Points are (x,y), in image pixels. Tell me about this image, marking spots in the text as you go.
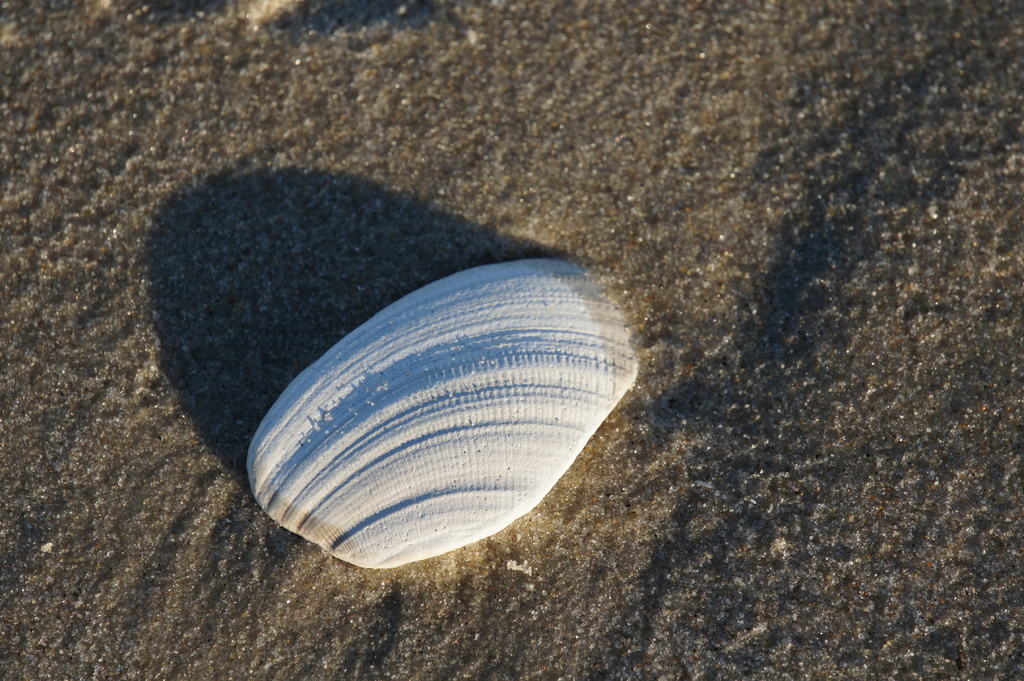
We can see white shell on sand (589,156).
